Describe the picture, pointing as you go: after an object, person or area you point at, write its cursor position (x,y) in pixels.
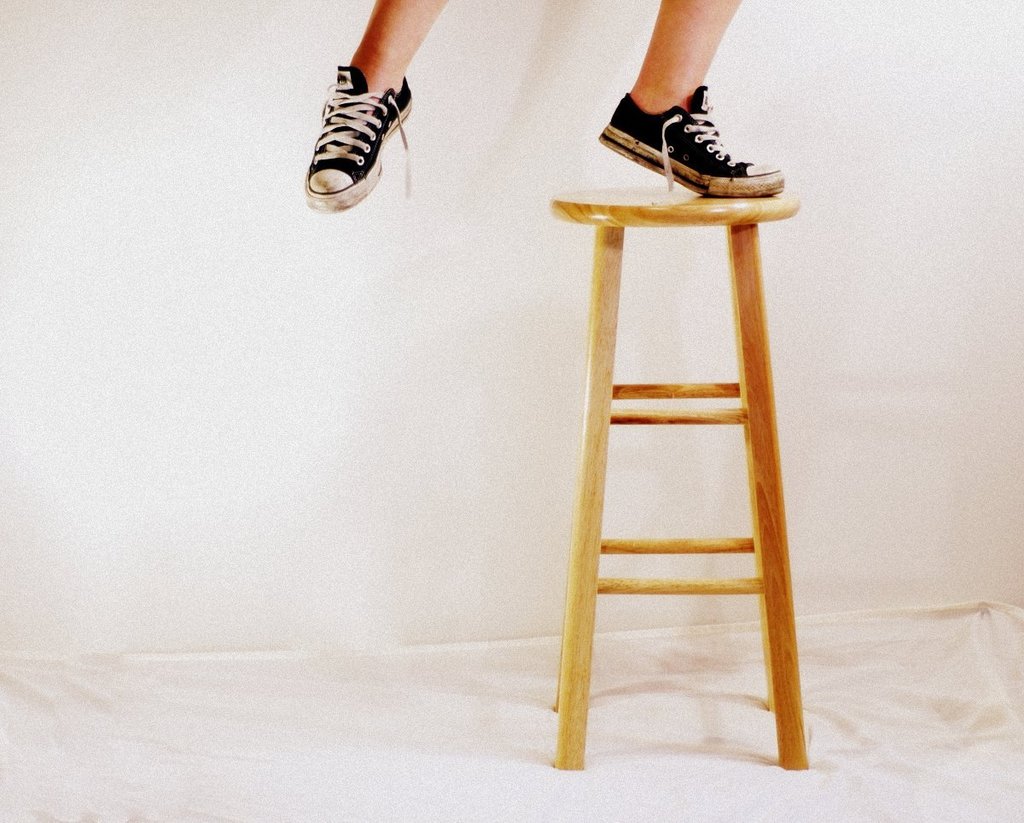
In this picture we can see a person (653,115) is standing on the stool (657,220), and the person (379,172) wore shoes (358,134).
